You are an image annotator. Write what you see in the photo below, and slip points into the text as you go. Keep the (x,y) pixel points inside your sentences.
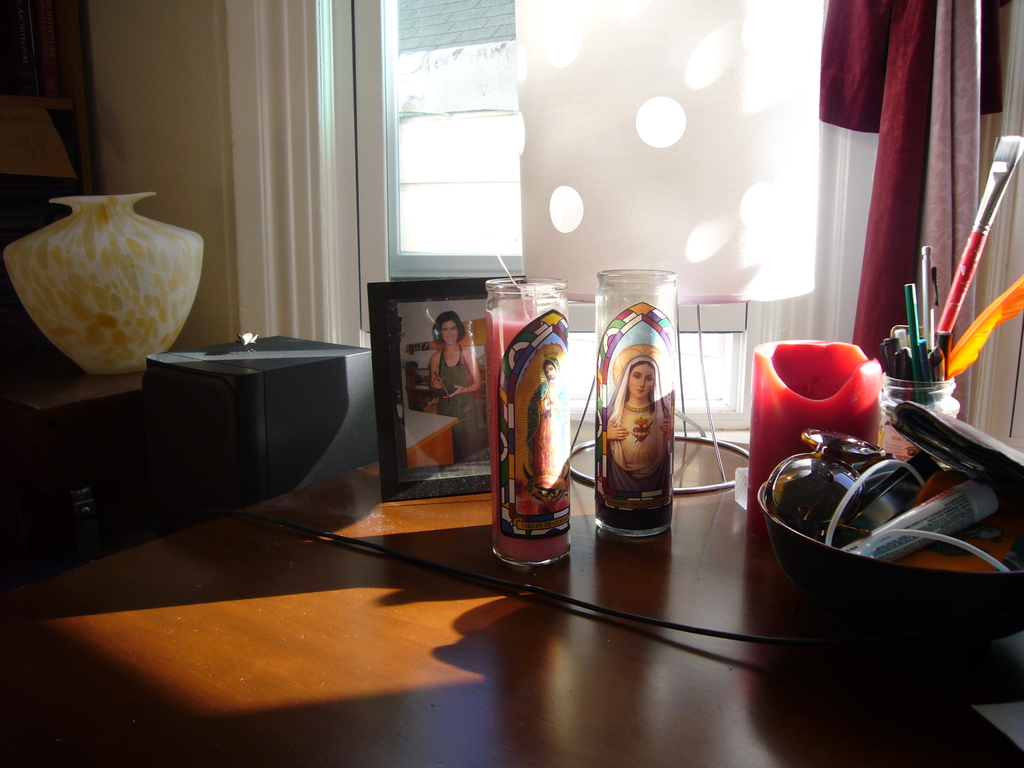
The image is clicked inside a room (234,491). To the left (92,274) there is a pot (81,235), behind the pot (152,226) there is a wall (207,71). And in the middle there is a window (417,155) and red curtain (857,119). In the front (432,570) there is table (606,649) on which many things (800,540) are placed like pen stand (910,397), photo frame (443,372), a candle stand (534,415) and wire (651,624).
